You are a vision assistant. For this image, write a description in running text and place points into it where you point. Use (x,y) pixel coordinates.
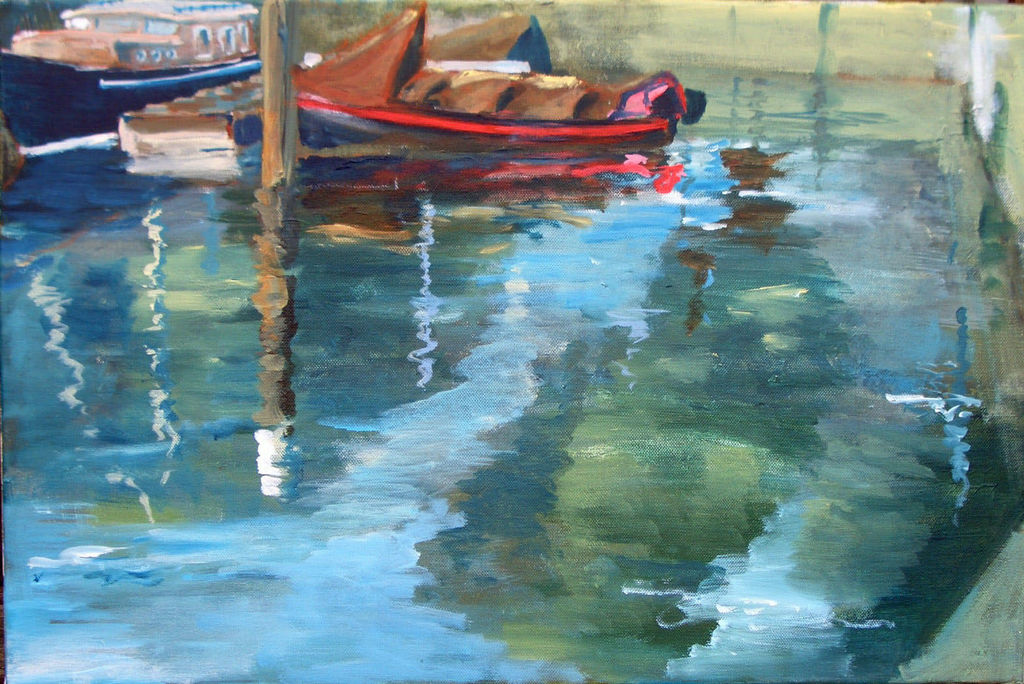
This image consists of a painting (487,379). At the bottom of this image (486,527) I can see the water (548,527). On the top of the image (162,70) I can see two boats (135,47) on the water (291,220).
